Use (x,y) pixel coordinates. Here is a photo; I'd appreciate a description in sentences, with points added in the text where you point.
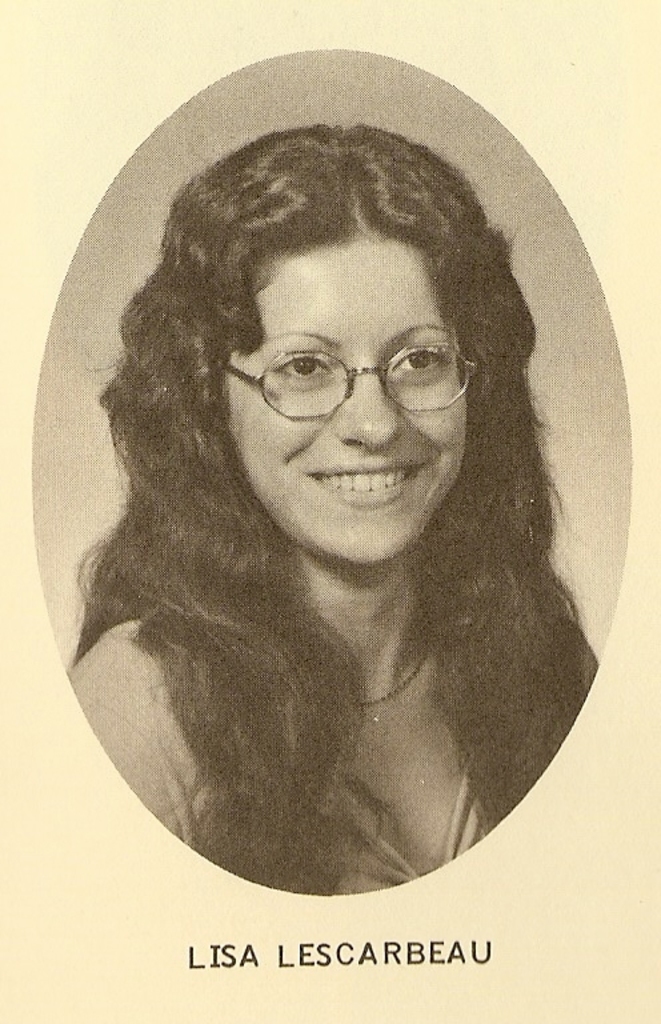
This is a poster (297,301). On this poster (399,552) we can see a woman (329,826). She is smiling and she has spectacles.
